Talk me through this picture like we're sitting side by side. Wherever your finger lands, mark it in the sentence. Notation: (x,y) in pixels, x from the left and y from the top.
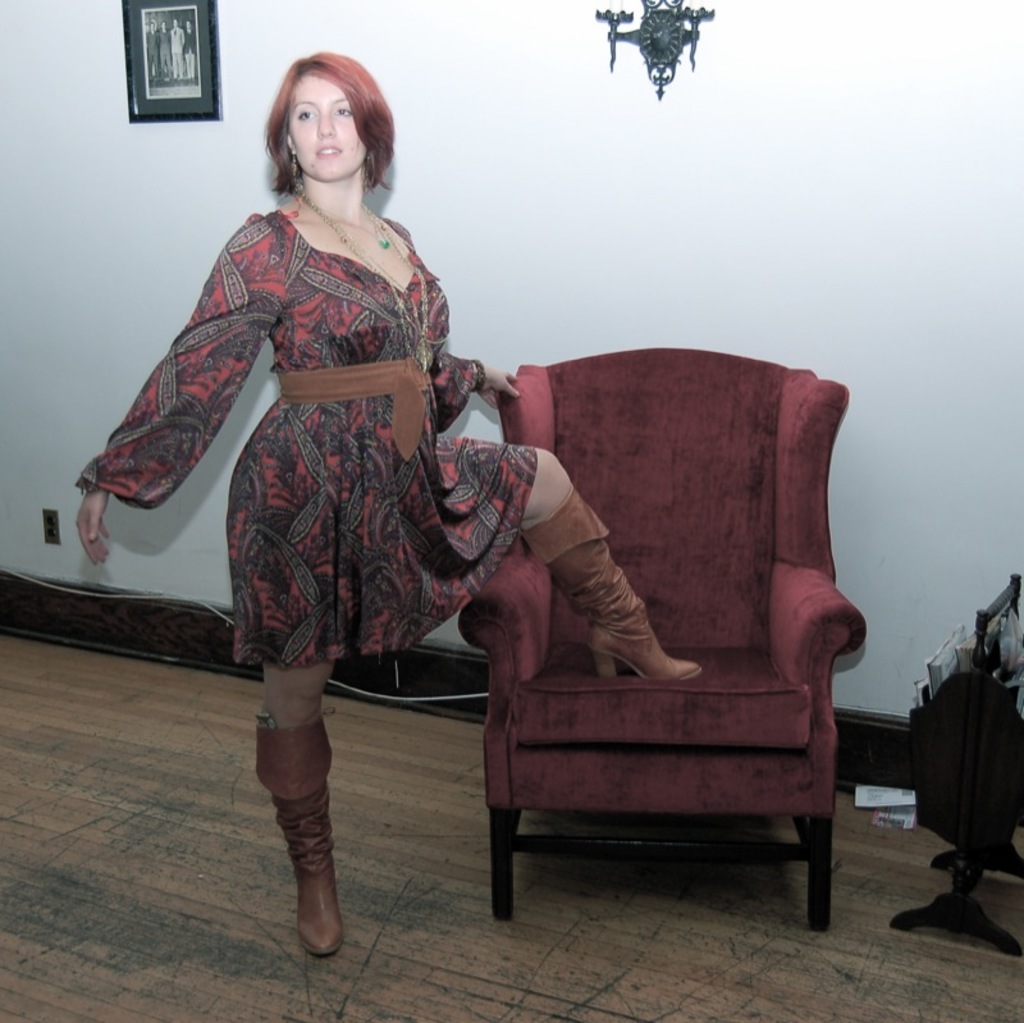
In this image there is a woman (382,370) standing and placed one of the legs (535,511) on the couch (697,574), beside the couch (741,669) there is a wooden structure (914,760) and some books (949,665) and papers (971,665) are in it. In the background (612,56) there is a frame (208,87) and an object (663,28) on the wall (774,179).
